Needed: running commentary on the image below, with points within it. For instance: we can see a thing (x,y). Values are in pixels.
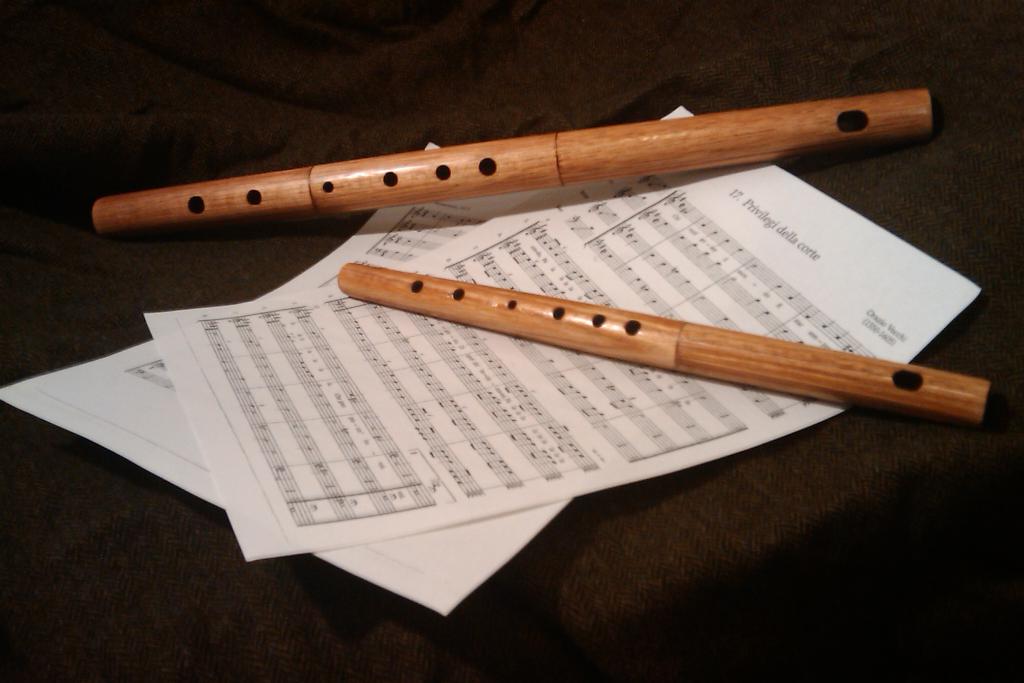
In this image there are papers (383,367) and flutes (752,119).
